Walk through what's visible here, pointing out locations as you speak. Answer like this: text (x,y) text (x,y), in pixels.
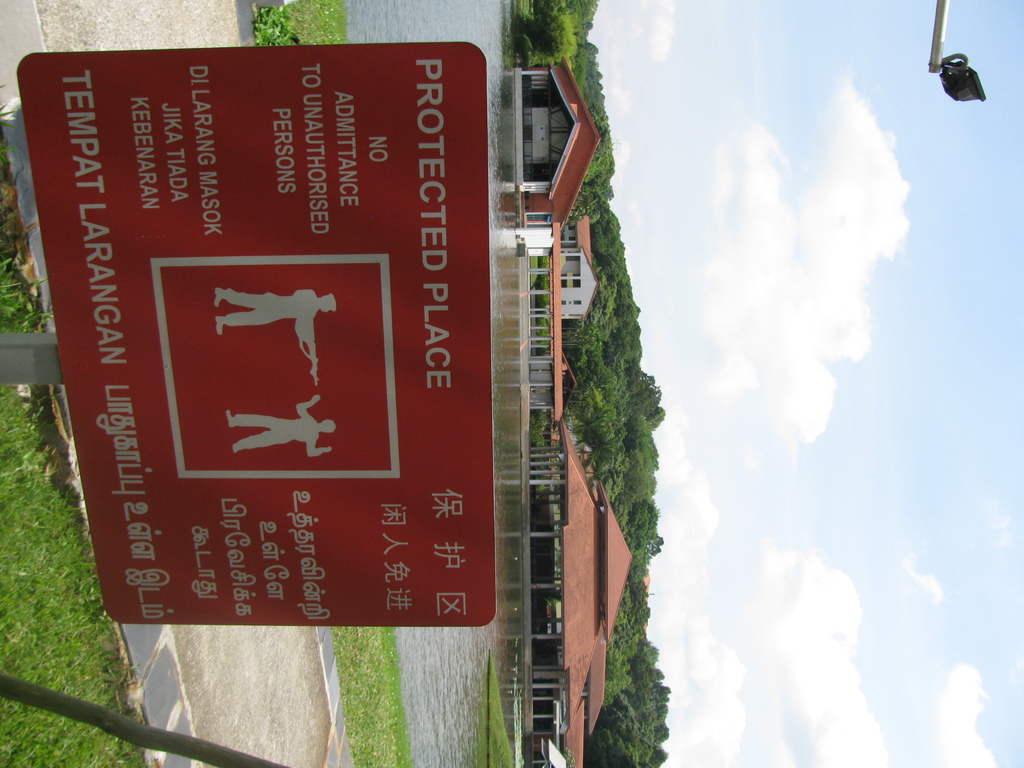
In this image we can see a board (277,265) with the text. We can also see the path (191,635), grass (61,595), houses (547,161) and also the roof (573,500) for shelter. We can see the water (504,617) and also the trees (627,436). We can also see the sky (761,333) with the clouds (789,548). There is also an object (935,62).
